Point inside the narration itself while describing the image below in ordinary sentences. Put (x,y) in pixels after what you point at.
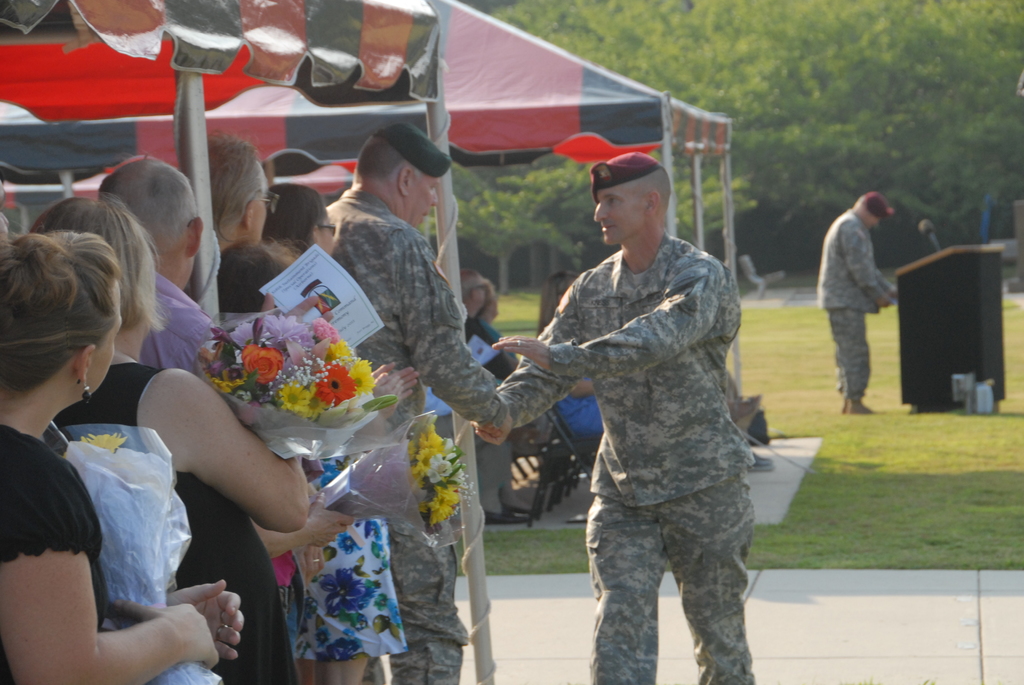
There are people (51,574) those who are standing on the left side of the image (199,458), by holding flowers (355,466) in their hands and there are two army men (653,287) in the center of the image (680,299), there is tent (724,243) at the top side of the image (610,95) and there are other people (551,308) those who are sitting on the chairs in the background area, there is an army man (831,266) on the right side of the image (947,271) in front of a desk (935,300) and a mic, there are trees (897,212), grassland (508,331) and a bench (748,271) in the background area (506,308).
